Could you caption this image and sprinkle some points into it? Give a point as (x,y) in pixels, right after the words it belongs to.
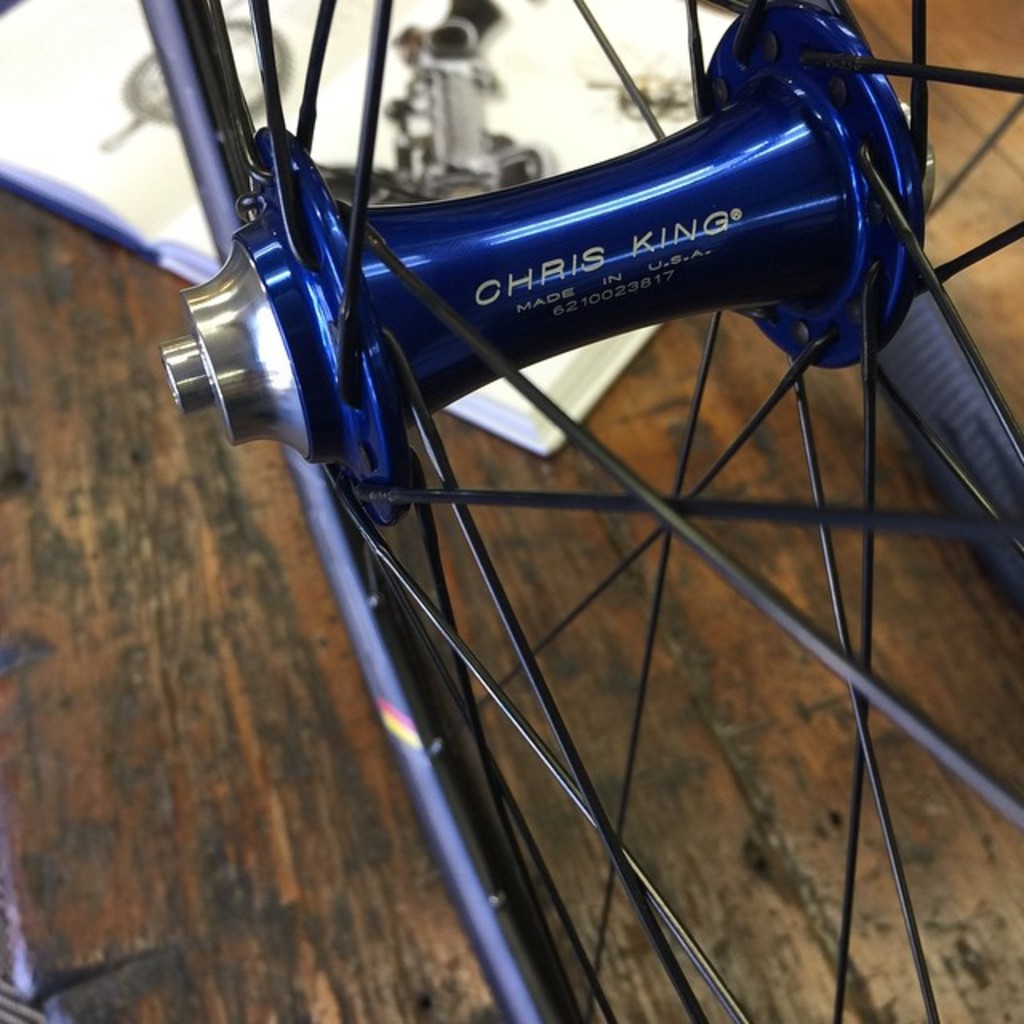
In this image I can see a wheel (519,325) which is blue and black in color on the brown and black colored surface (249,728). I can see a white colored object (154,133) on the surface (227,781).
